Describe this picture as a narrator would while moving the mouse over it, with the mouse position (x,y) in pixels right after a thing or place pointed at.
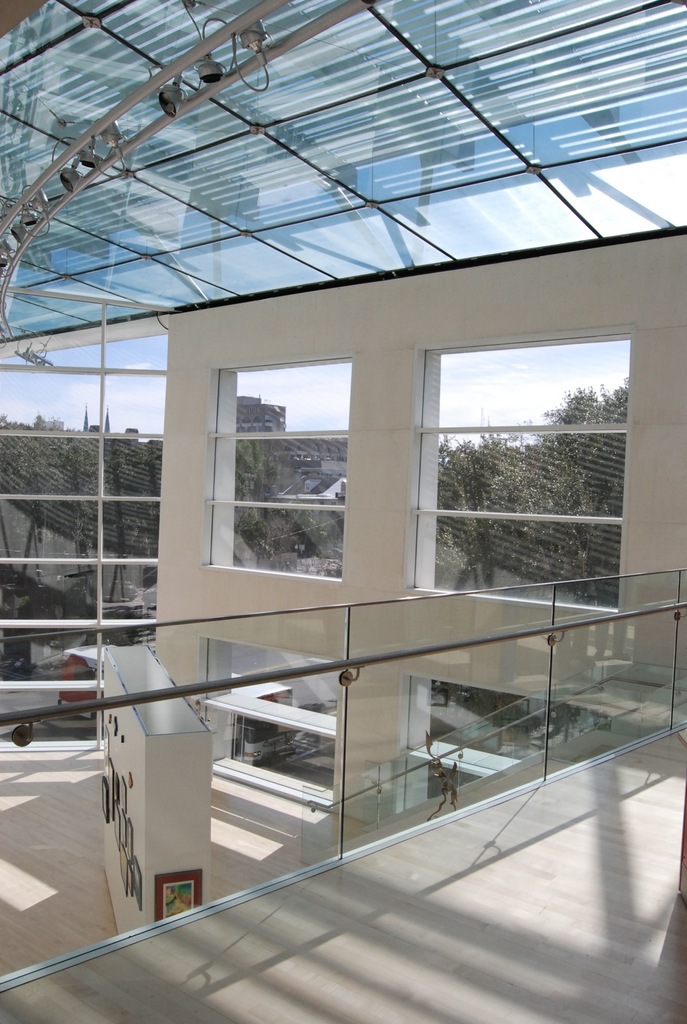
In the image we can see the internal structure (327,667) of the building (369,729). These are the windows (516,490) and out of the windows (506,389) we can see trees (547,511) and a cloudy sky (506,389). This is a frame (182,888), light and roof (363,73).
